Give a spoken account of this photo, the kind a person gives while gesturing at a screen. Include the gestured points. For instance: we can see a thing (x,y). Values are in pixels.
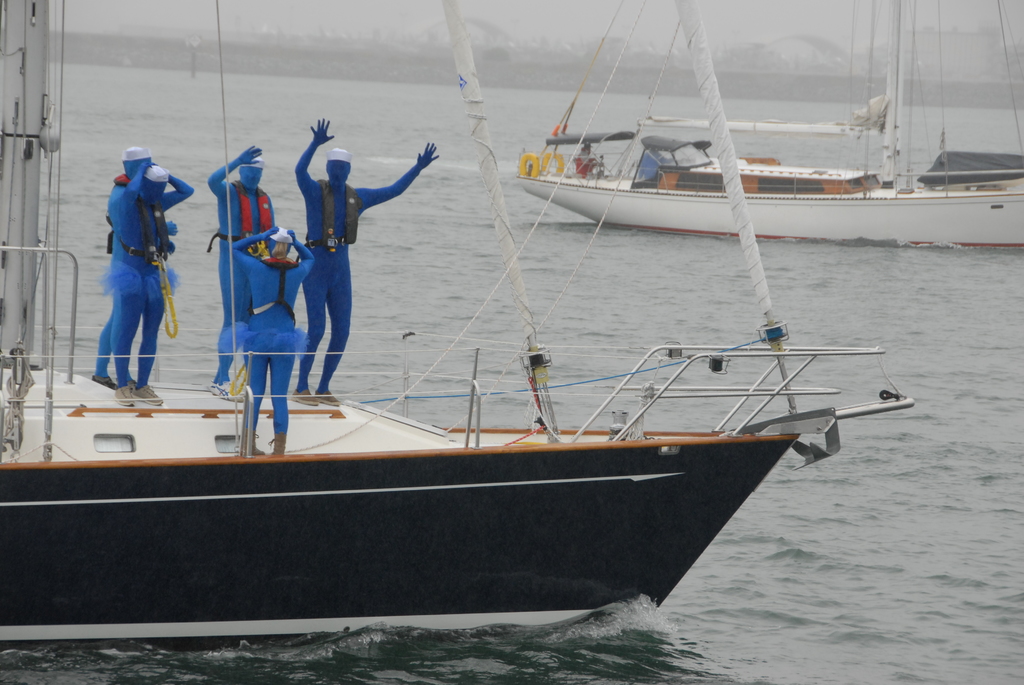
In this image we can see some persons (215,386) standing on the ship (271,456). In addition to this we can see ships (476,141), water (439,163) and sky (535,34).
